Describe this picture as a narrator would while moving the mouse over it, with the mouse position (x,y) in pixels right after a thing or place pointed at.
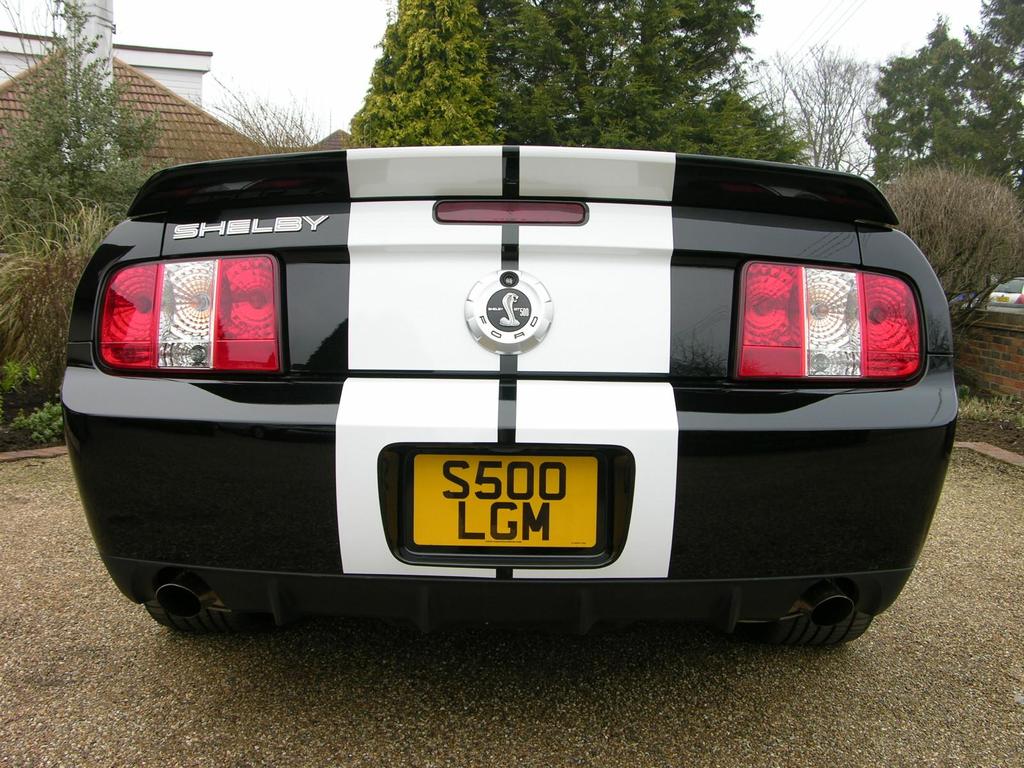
In this image I can see the vehicles (311,332) on the road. The vehicle (409,365) is in white and black color. I can see the yellow color number plate (470,491) to the vehicle (254,236). To the side I can see many trees (417,138). To the left (96,54) there is a house (66,100) and to the right (1005,289) I can see one more vehicle (1006,304). In the background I can see the sky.
